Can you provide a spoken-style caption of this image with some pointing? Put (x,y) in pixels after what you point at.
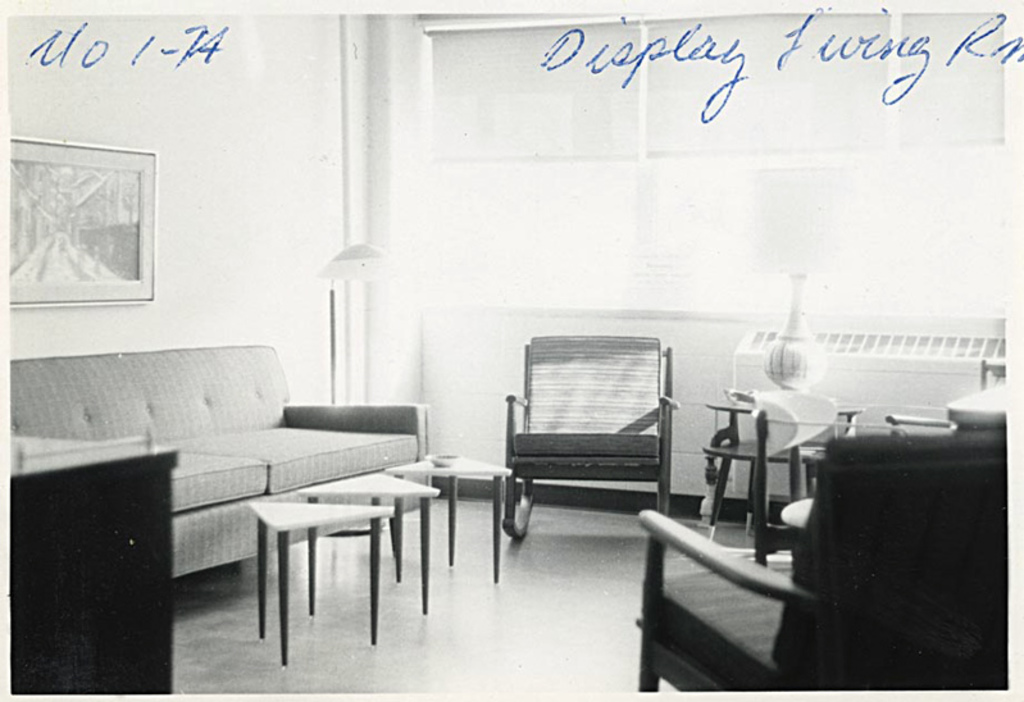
In this image I can see few chairs (701,662), tables (401,510), a sofa (250,412), a lamp (350,259), a pot (814,362) and on this table (460,469) I can see a plate (443,456). On this wall (220,216) I can see a frame (106,204) and I can also see something is written over here.
